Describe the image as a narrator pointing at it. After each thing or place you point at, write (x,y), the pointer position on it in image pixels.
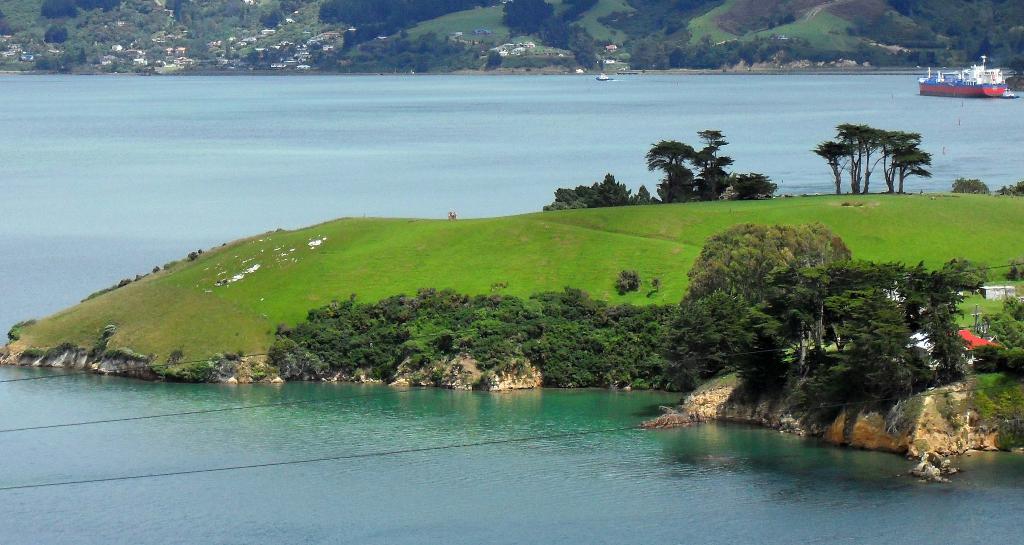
In this image in the front (417,461) there is water (404,444). In the center (455,263) there is grass (548,250) on the ground (645,252) and there are trees (780,305) and there are houses (924,342). In the background (985,78) there is a ship (969,83) on the water (901,83) and there are trees (87,30), houses (502,53) and there's grass (798,33) on the ground (798,33).
